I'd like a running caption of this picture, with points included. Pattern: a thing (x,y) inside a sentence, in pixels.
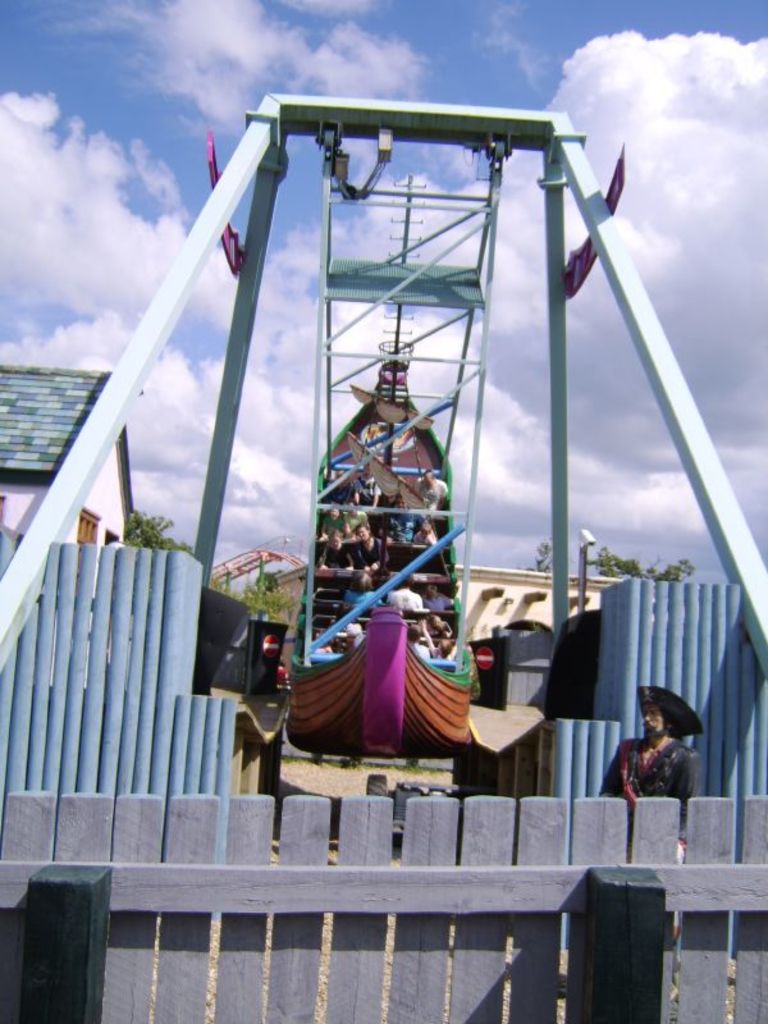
In this picture I can see a number of people (381,556) in the amusement park ride (363,570). I can see clouds (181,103) in the sky (224,153). I can see wooden fence (313,846).
